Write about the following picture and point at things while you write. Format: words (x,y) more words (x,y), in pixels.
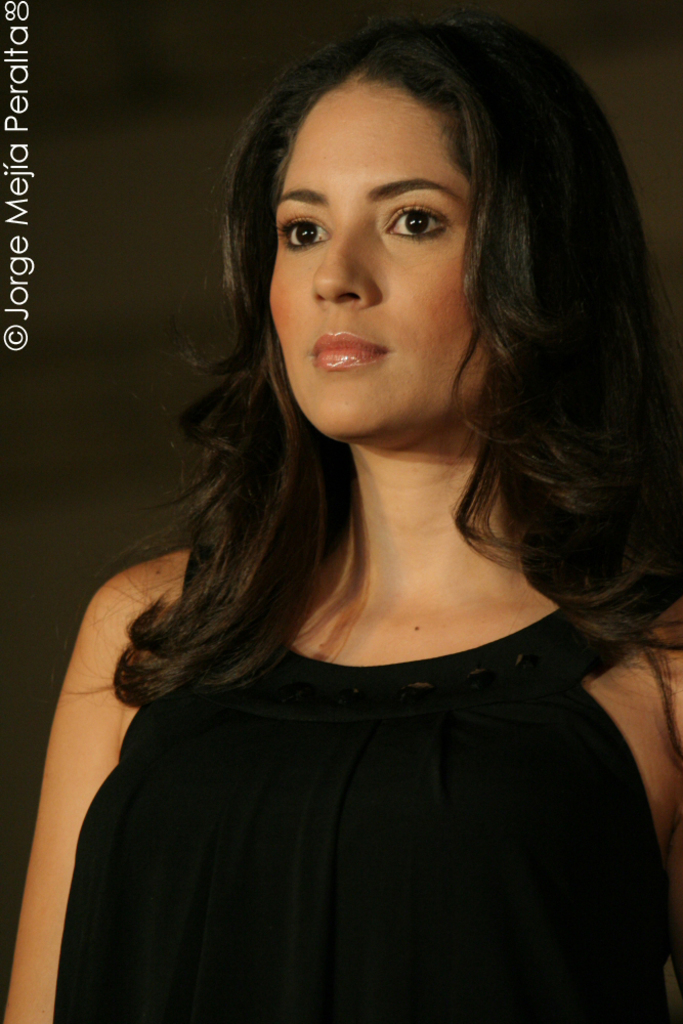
In the picture we can see women (337,746) wearing black color dress (299,846).
